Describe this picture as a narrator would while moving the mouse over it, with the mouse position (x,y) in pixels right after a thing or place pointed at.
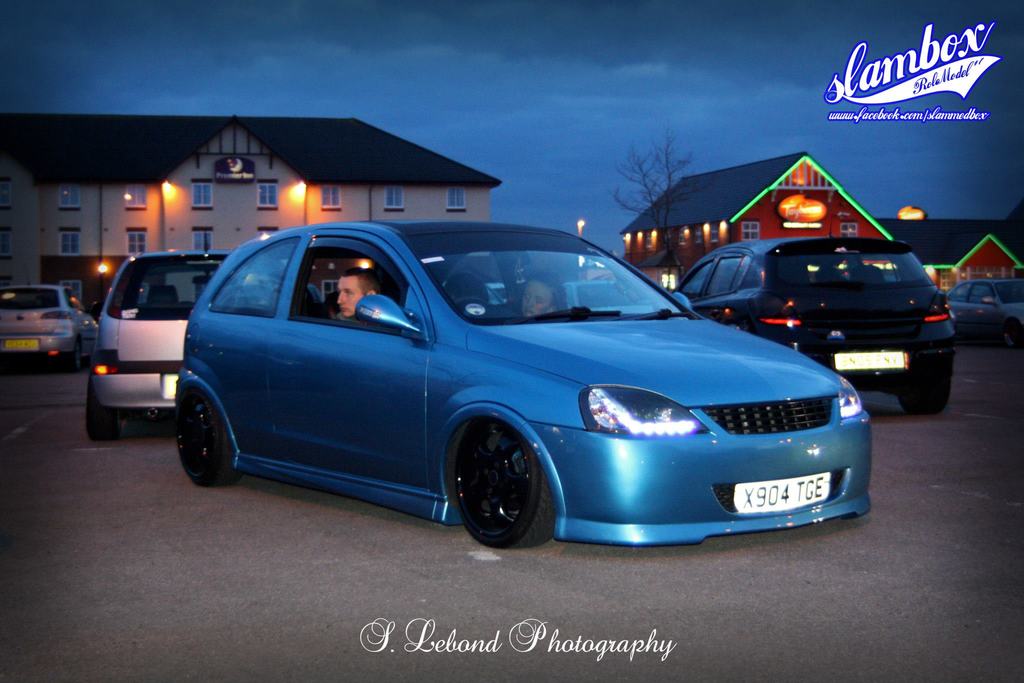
In this image there are buildings (310,203), lights (300,188), boards (804,209), cloudy sky (865,193), tree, vehicles (331,286), people (346,286), road (204,538) and objects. At the bottom of the image (612,647) and at the top right side of the image (880,73) there are watermarks (905,75).
